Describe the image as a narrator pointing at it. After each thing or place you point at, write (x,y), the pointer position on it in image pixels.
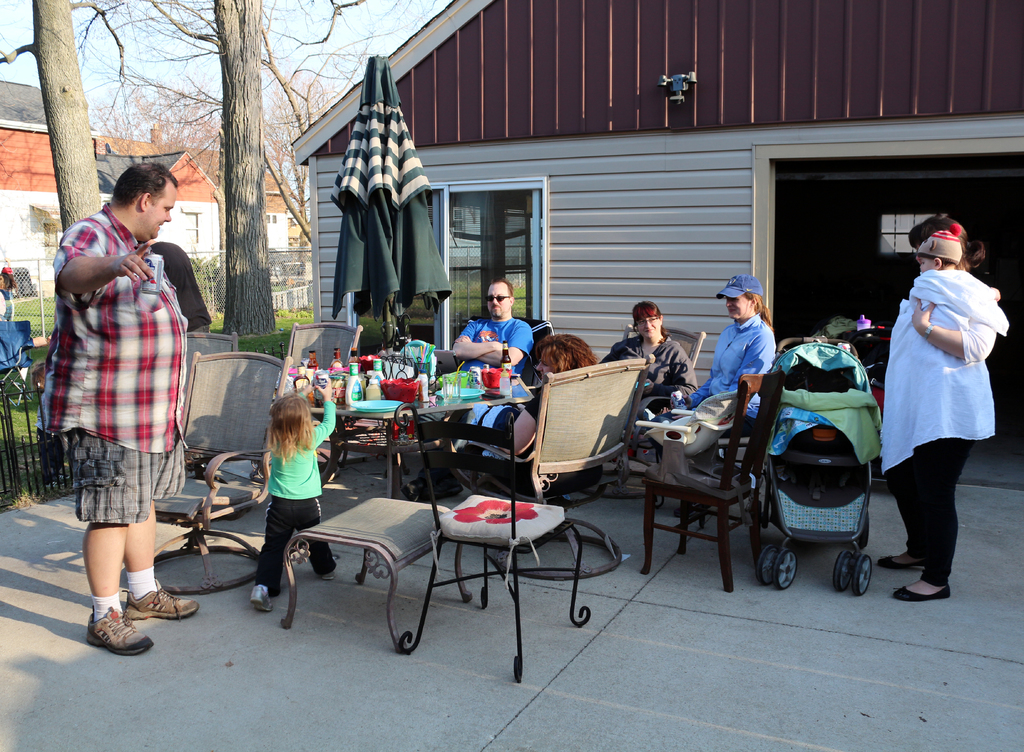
This image is taken outdoors. At the bottom of the image (321,639) there is a floor (218,643). In the background (285,210) there are a few houses (325,299) and there are a few trees (248,248) and plants (203,269). There is a ground (284,311) with grass (287,324) on it. There is a fence (293,276). In the middle of the image (363,359) there is a table (468,386) with many things (413,359) on it. A few people (87,488) are standing and a few (661,383) are sitting on the chairs (618,365).
